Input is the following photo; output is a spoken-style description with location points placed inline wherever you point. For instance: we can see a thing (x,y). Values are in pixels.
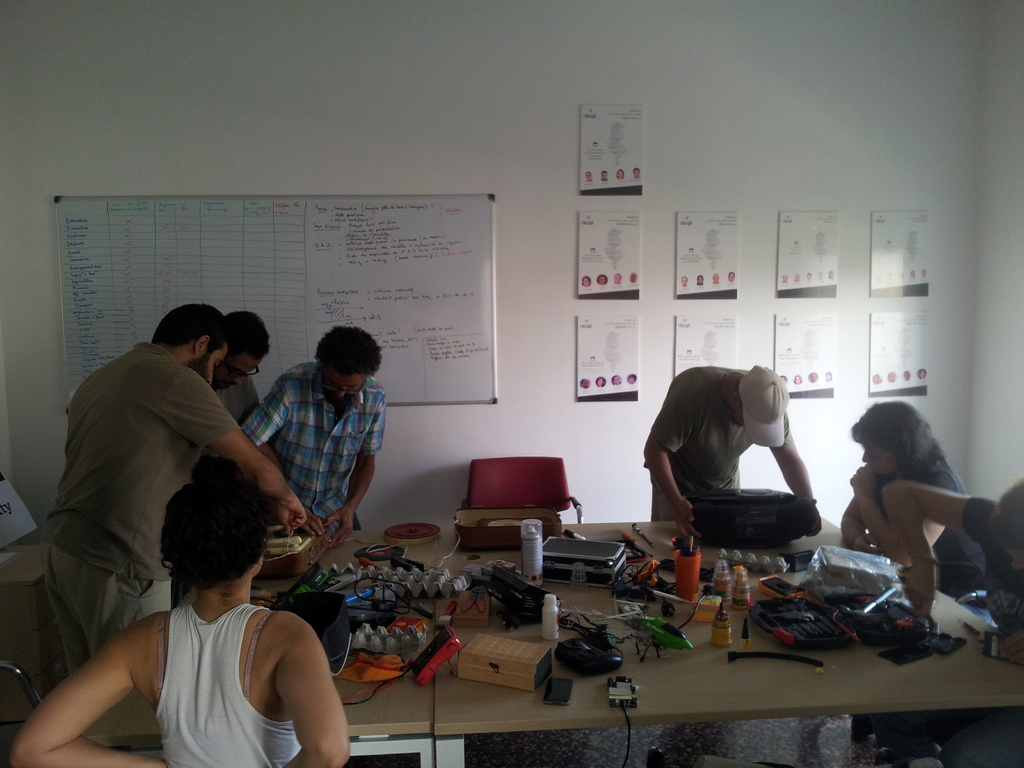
This image is clicked inside a room (522,60). There are few people (182,513) standing around the table (769,646). To the left corner of the image (134,476) there are three people (263,427) working on a machine (295,548). The women (908,523) to the right corner (966,558) sitting on chairs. The man (681,427) beside them is holding a bag (750,517). On the table (447,600) there are many things (576,577) such as boxes (564,557), cables (585,618), bottles (719,593) etc. There is another woman (235,706) standing. In the background (525,477) there is wall (524,434) and chair (511,475). On the wall (524,328) there is a white board (365,256) and posters (790,241) sticked.
